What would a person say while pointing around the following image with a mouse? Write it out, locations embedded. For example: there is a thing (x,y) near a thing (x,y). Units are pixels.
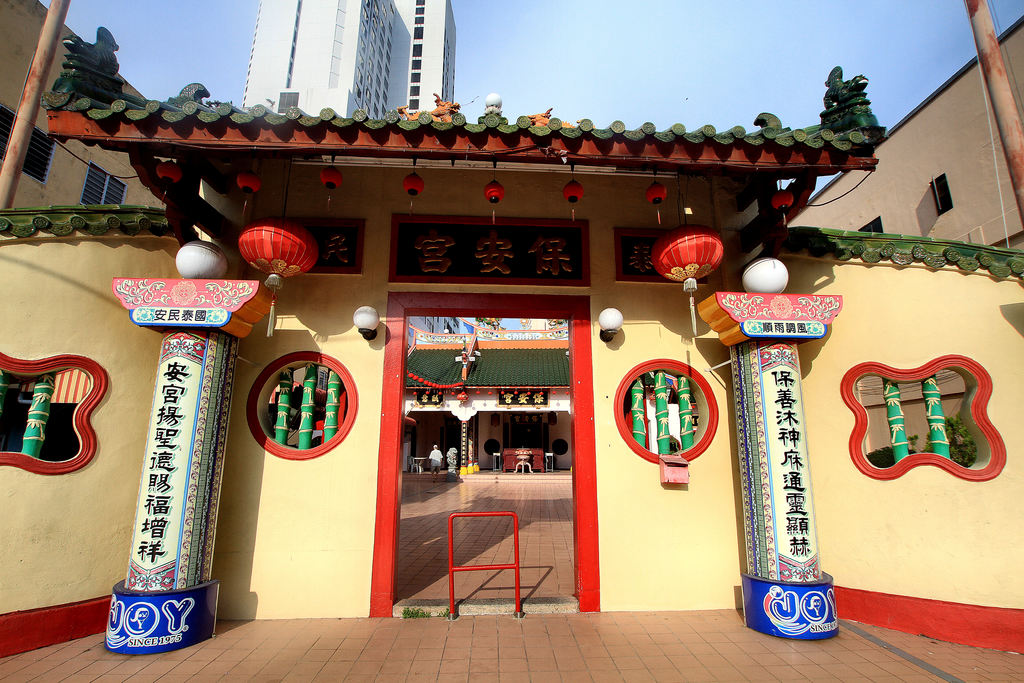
In this image we can see few buildings (389,213). In the foreground (733,186) we can see an entrance (186,495) of a building (183,514) and we can see a person (432,458) inside the building (566,269). At the top (582,73) we can see the sky (557,63).
